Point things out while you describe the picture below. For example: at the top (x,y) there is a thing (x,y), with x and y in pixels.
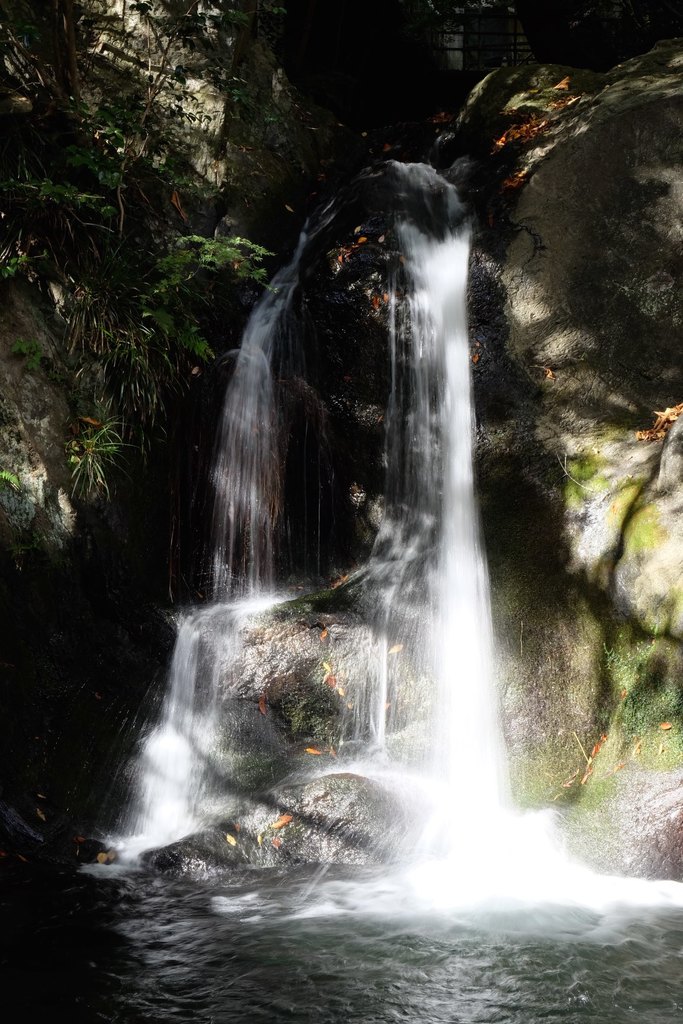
In this image we can see there is a waterfall (443,545) and some plants (64,236).
